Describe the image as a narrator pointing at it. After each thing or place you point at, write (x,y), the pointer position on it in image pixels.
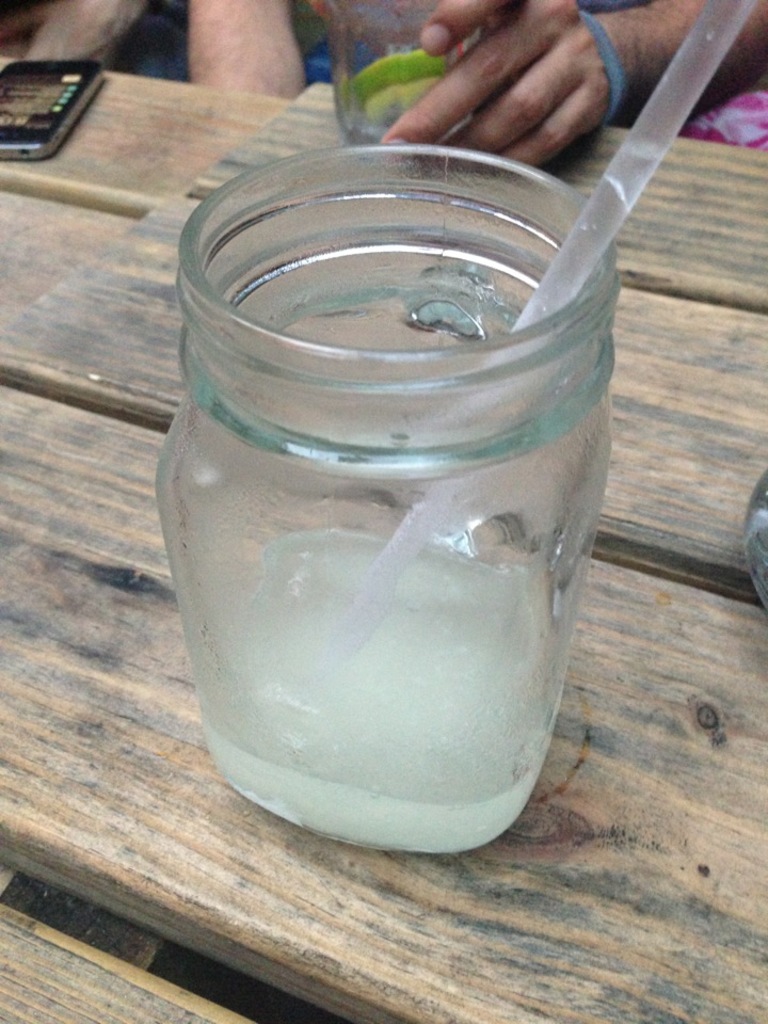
In this image there is a jar (381,429), in the jar (437,404) there is a liquid (362,667) and an object (745,6) placed on the wooden table (40,658), in back of the jar (478,334) there is a glass (396,54) and a person (487,59) holding it. Beside the glass (403,65) there is a mobile (52,116) and few other objects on the table (463,886).
